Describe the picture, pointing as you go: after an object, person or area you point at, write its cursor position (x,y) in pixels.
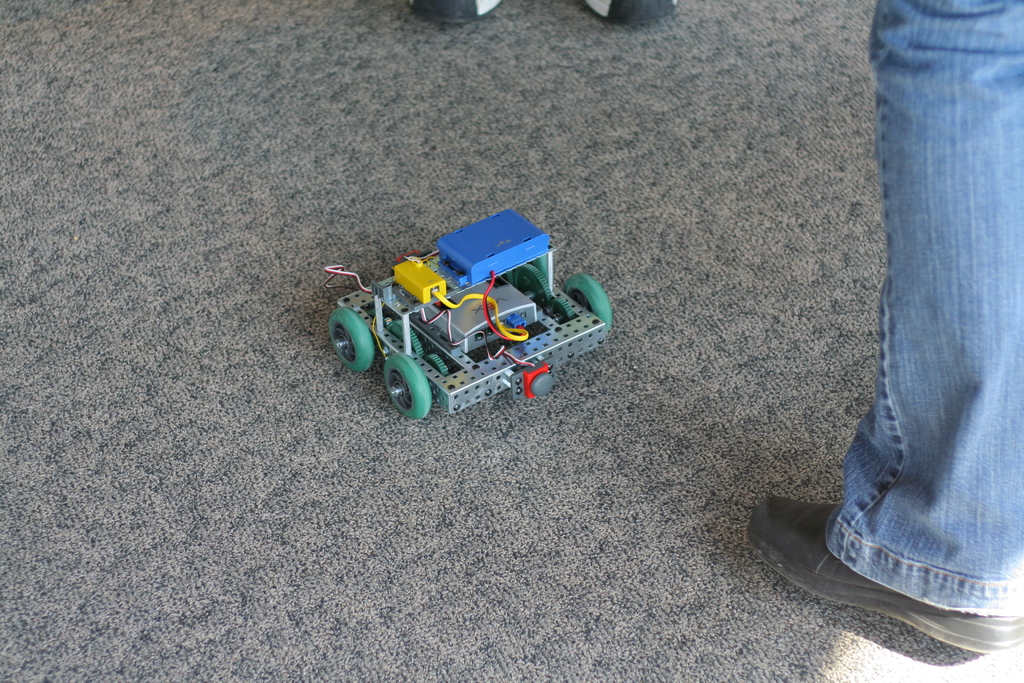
In this image, we can see a person's leg (885,535) and there is a toy vehicle (451,325) on the floor (216,532).
